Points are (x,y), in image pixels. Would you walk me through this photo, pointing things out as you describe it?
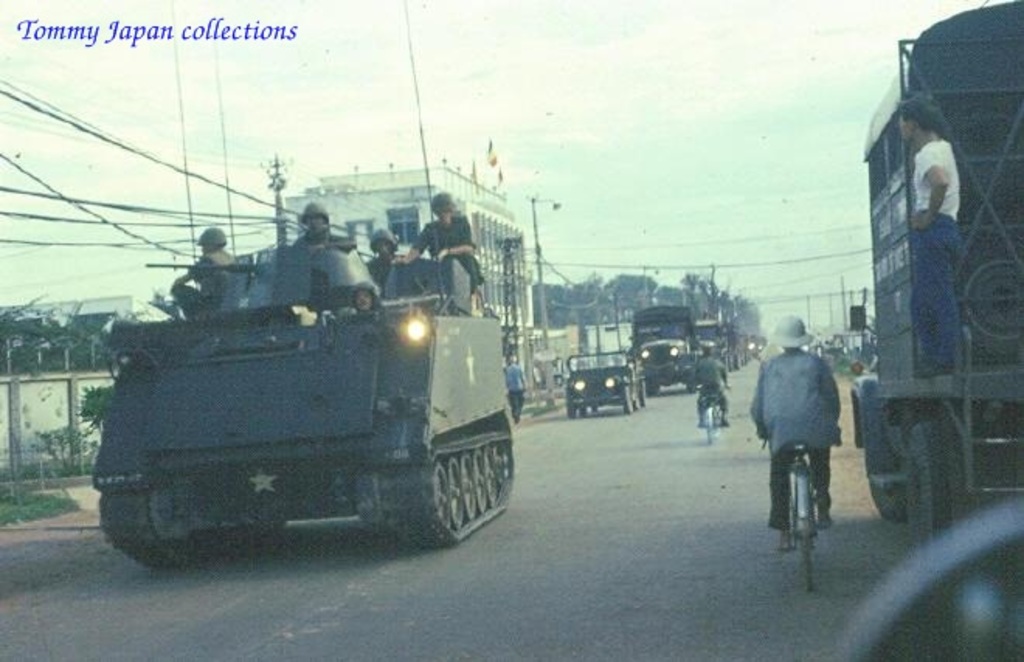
In this image, we can see few people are riding vehicles (998,464) on the road (545,503). On the right side of the image (941,285), we can see a person (943,298) standing on the vehicles (942,387). Background (758,287) we can see wall (64,412), trees (66,347), poles (524,332), wires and sky (46,172). Here there is a building (370,203). On the left side (136,38) top of the image (115,41), we can see a watermark (172,29).
